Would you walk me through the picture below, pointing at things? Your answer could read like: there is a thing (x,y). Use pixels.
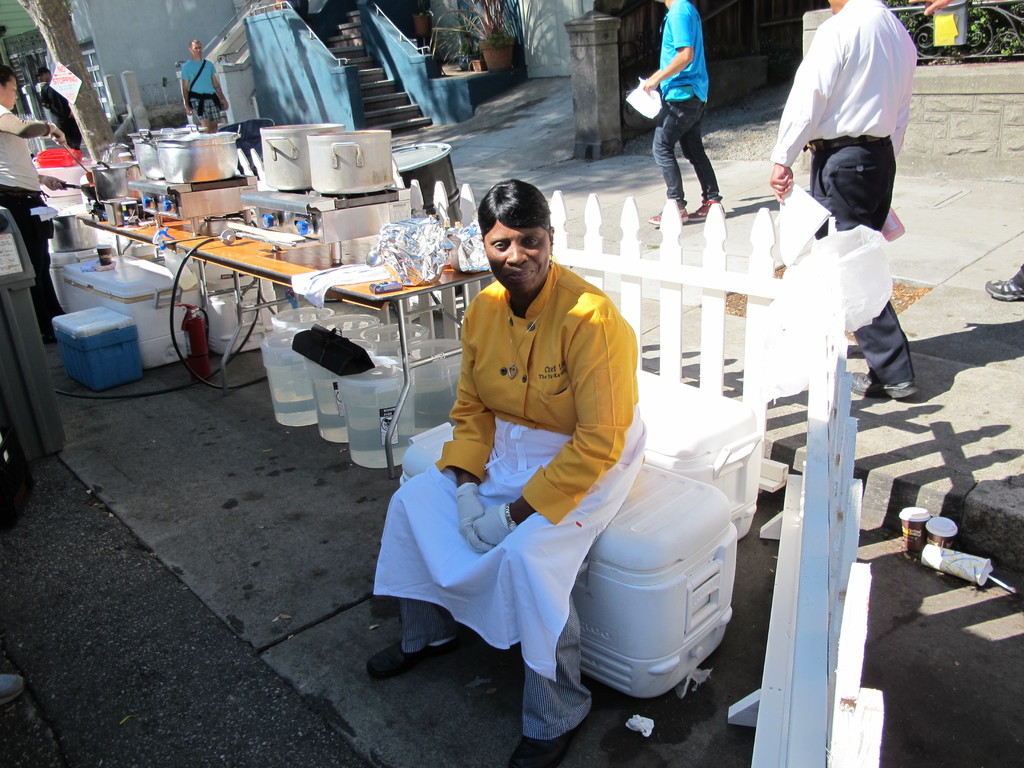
In this image I can see a group of people (28,156) on the road (955,665), table (399,304) on which stoves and vessels (365,185) are there and water cans (356,394). In the background (586,144) I can see a board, staircase (402,120), tree trunk (83,68), fence (596,205) and buildings (417,44). This image is taken during a day on the road (295,563).
